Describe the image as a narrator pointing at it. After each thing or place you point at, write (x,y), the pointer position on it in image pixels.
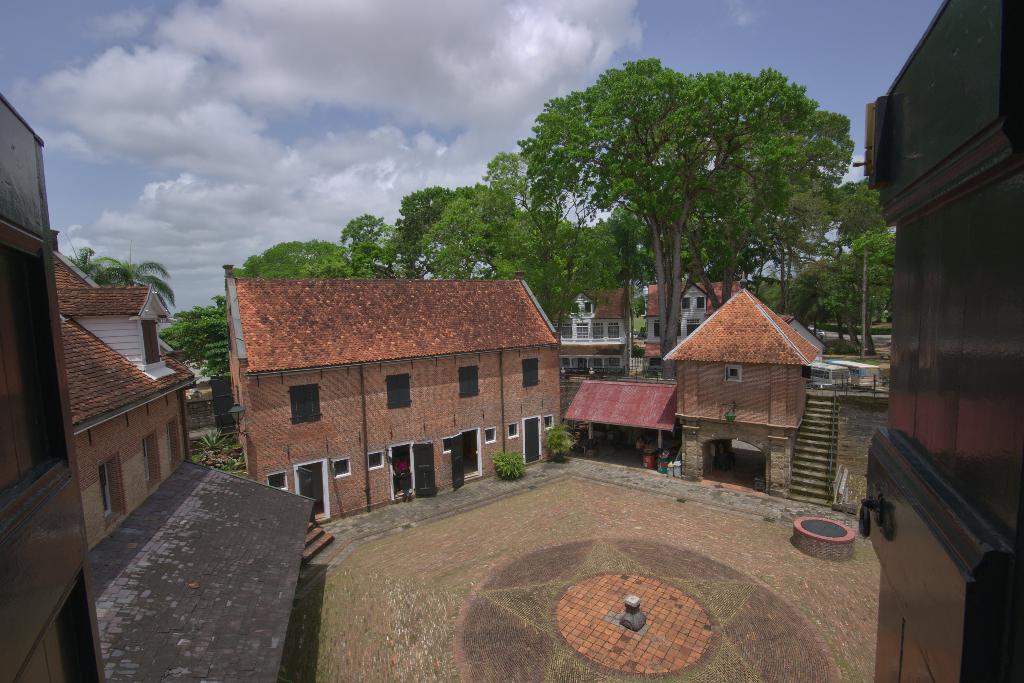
In this picture I can see the monuments (362,293) and building (748,456). At the bottom (573,557) I can see the circle (730,652) on the floor (726,652), beside that I can see the stairs (806,485). In front of the door (467,453) I can see the plants (551,429). In the background (475,230) I can see many trees (530,253) and poles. At the top (428,77) I can see the sky (400,28) and clouds (450,37).
